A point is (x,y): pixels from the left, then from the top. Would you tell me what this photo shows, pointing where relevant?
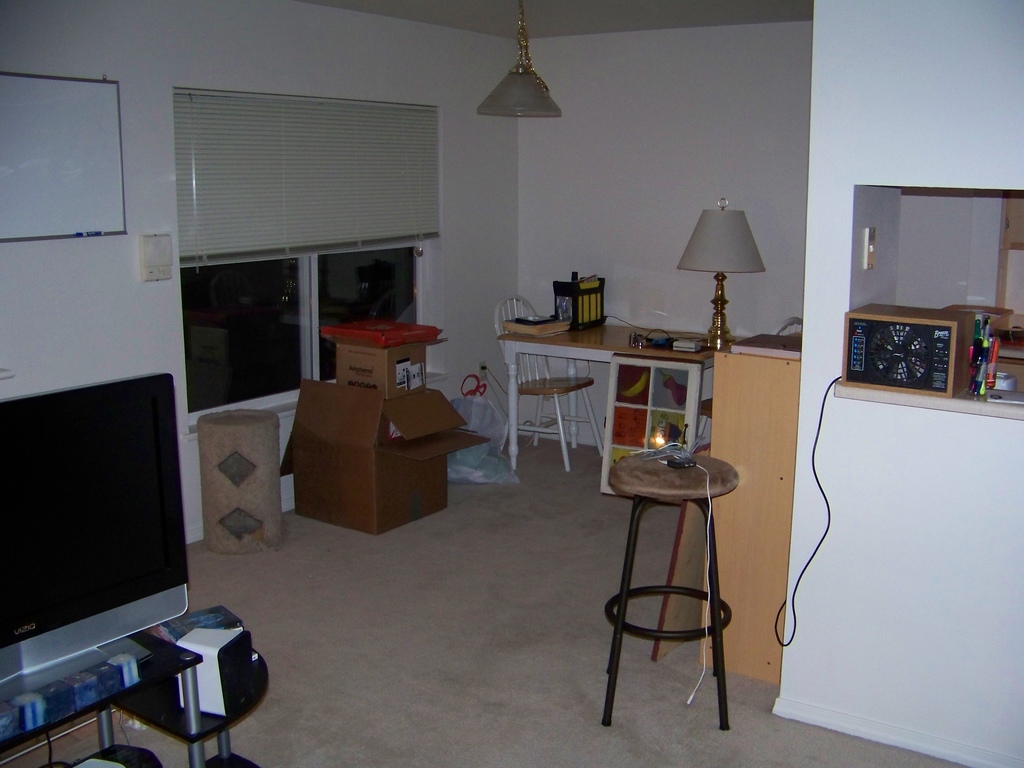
This image is clicked in a room (695,535). In this image there are table (586,342), tv (5,484), window blind (371,212), lights (549,111) on the top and a box (860,346) on the right side (876,334), stool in the middle (677,499), Windows (328,367) and white board (78,175) on the left (61,208). On the table (592,360) there are books (507,331), a lamp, and on the counter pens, pen stand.
